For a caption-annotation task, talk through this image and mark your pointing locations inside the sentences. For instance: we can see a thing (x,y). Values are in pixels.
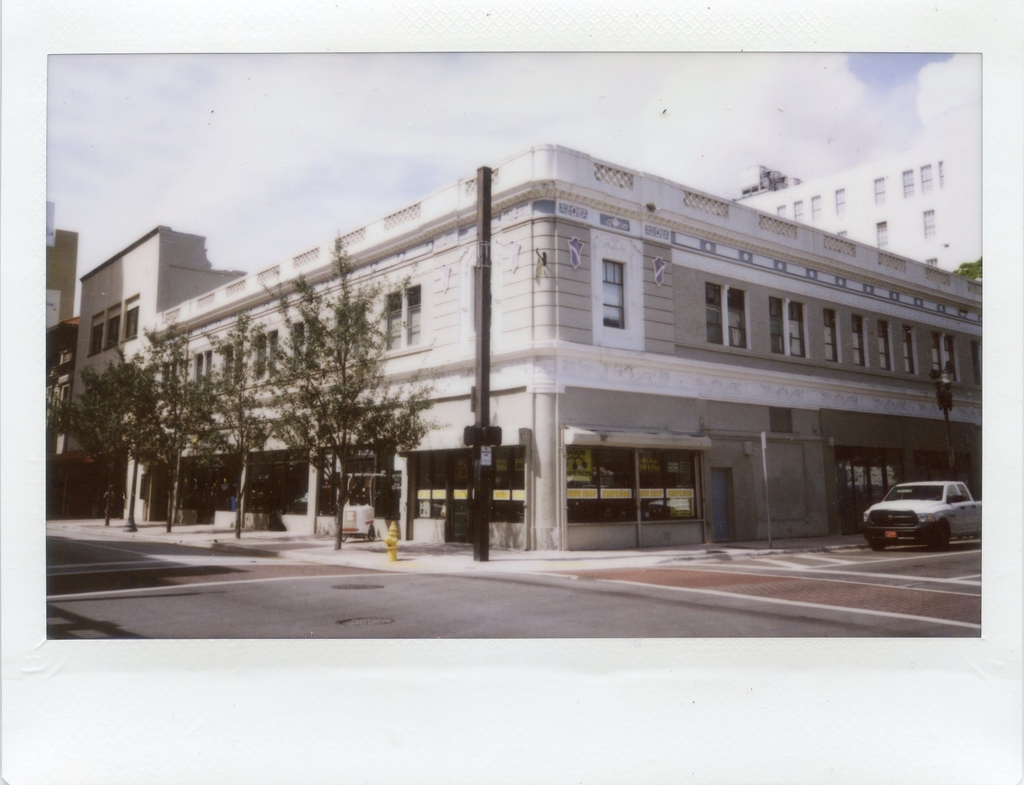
In this image we can see some buildings (446,429) with windows (437,463). We can also see some trees (339,502), poles (476,508) and a car (887,507) on the road (510,618). On the backside (646,57) we can see the sky (668,141) which looks cloudy.
